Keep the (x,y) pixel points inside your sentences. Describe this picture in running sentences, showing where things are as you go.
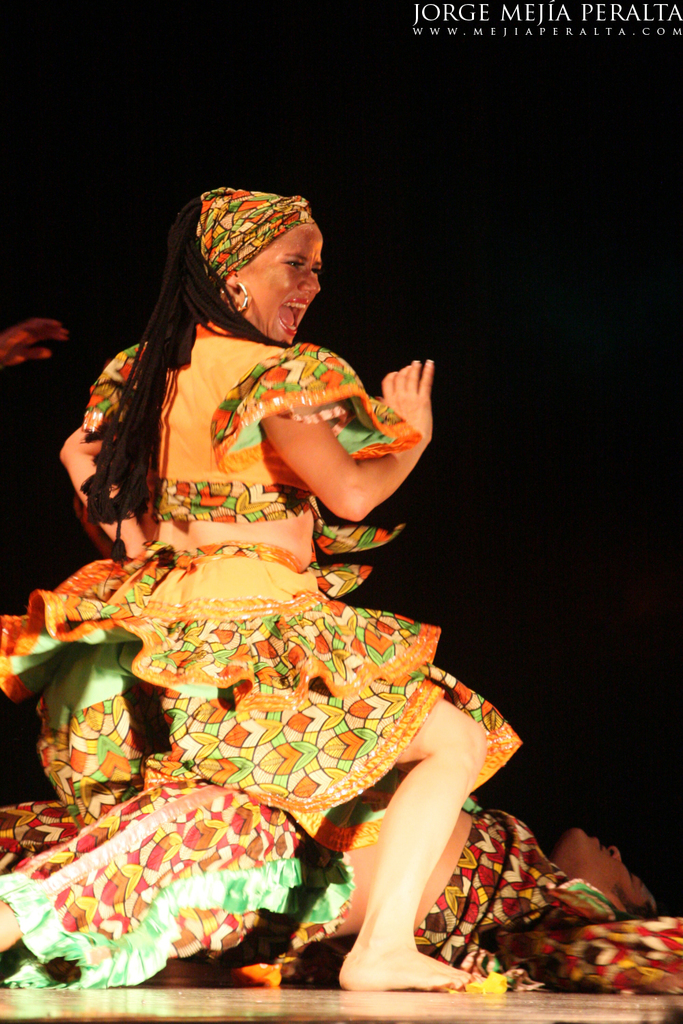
In this picture we can observe a woman (244,574) sitting on the other person (338,857) who is laying on the floor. Both of them were wearing costumes (223,451). The woman (283,376) is laughing. We can observe watermark (575,32) on the right side (615,23). In the background (344,180) it is completely dark.
